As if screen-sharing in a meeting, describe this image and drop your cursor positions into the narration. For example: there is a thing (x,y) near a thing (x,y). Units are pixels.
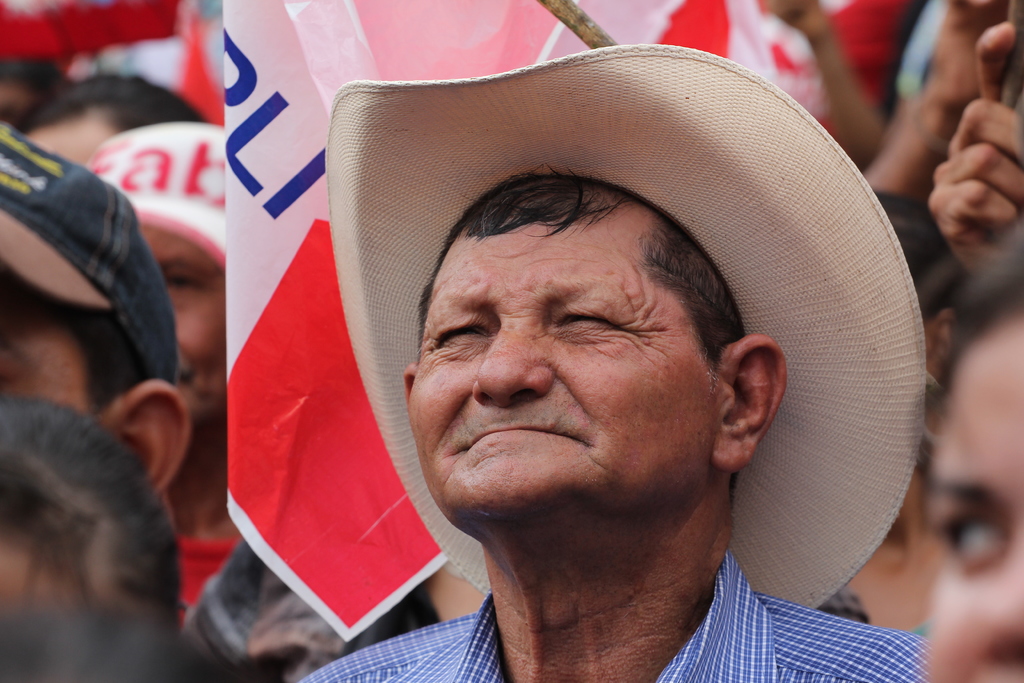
In the image we can see there are many people (484,462) wearing clothes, this is a flag (302,208), this is a hat (715,163) and this is a cap (158,200).
